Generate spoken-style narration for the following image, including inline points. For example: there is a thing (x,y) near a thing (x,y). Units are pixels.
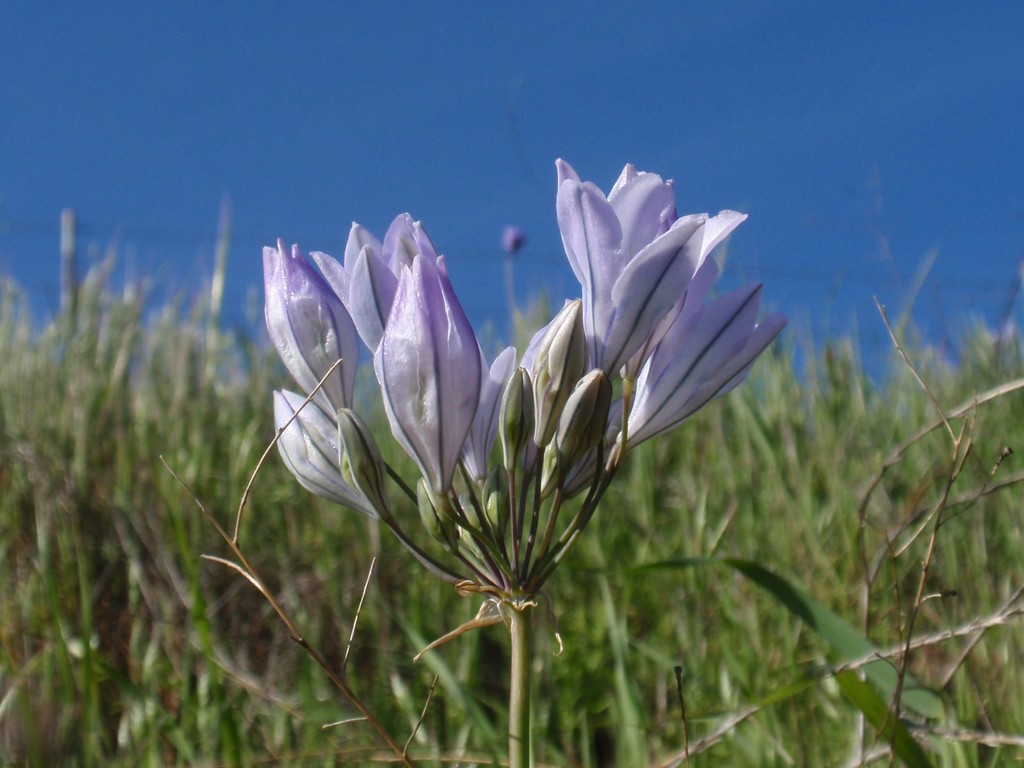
In this image, we can see flowers (436,301), flower buds (440,359) and stems (516,545). Background (629,761) we can see blur view. Here there are few plants (857,485) and sky (913,71).
